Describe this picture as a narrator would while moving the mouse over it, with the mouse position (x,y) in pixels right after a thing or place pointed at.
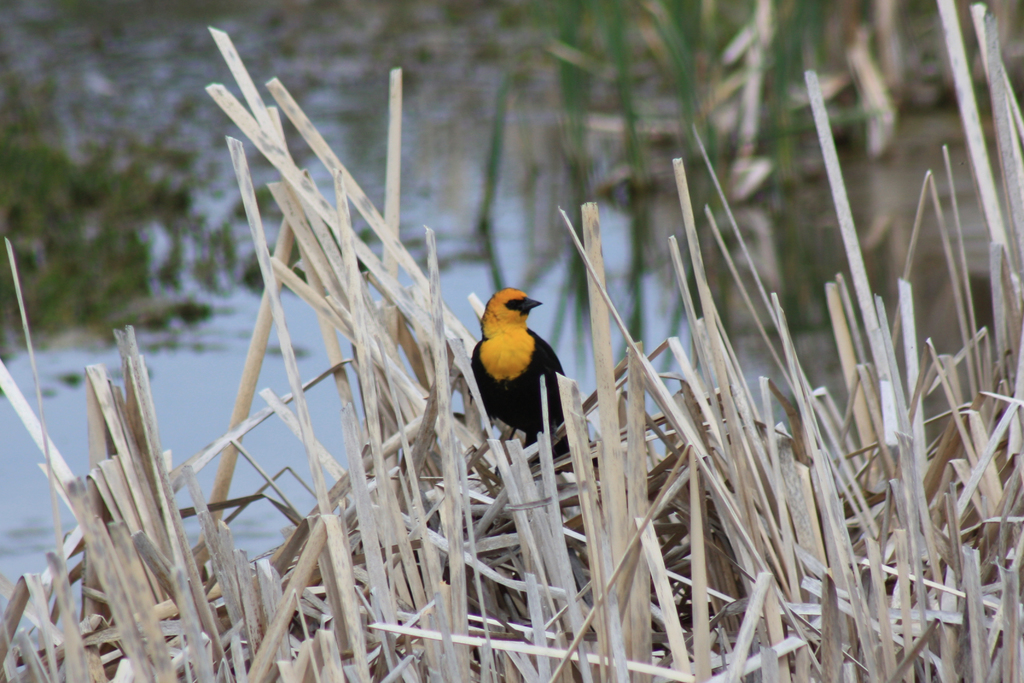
In this image there is a bird (529,423) standing on the wooden sticks (574,485) in the center (382,388).
